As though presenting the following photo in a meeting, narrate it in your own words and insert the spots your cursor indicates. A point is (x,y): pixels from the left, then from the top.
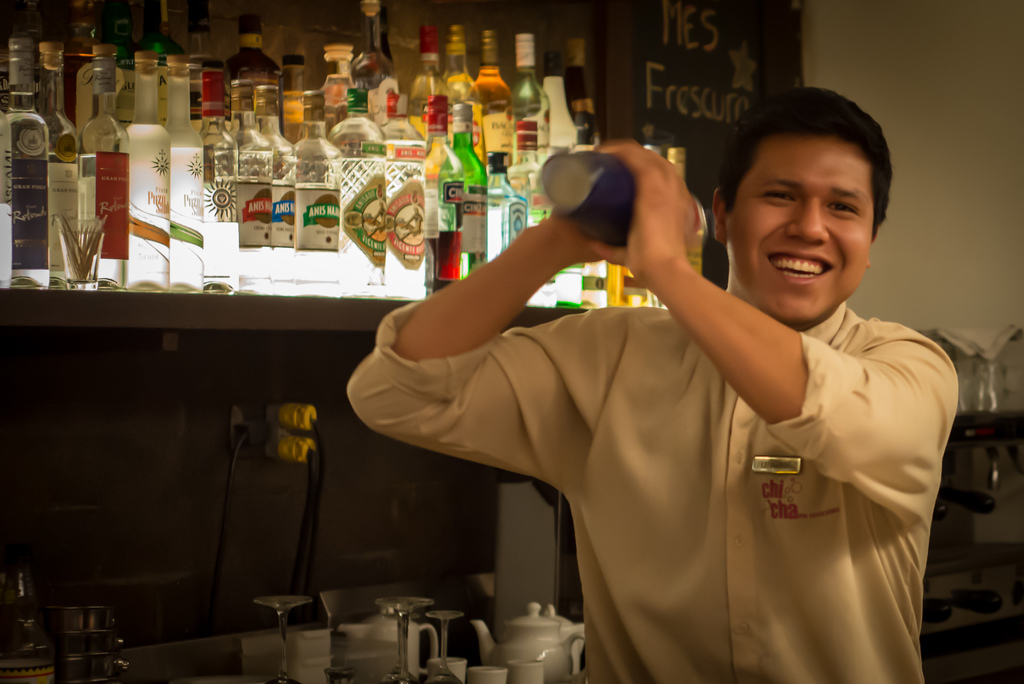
This person (709,448) standing and holding bottle (688,236), behind this person (807,241) we can see wall (120,596), bottles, kettle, glasses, cups (436,664).
